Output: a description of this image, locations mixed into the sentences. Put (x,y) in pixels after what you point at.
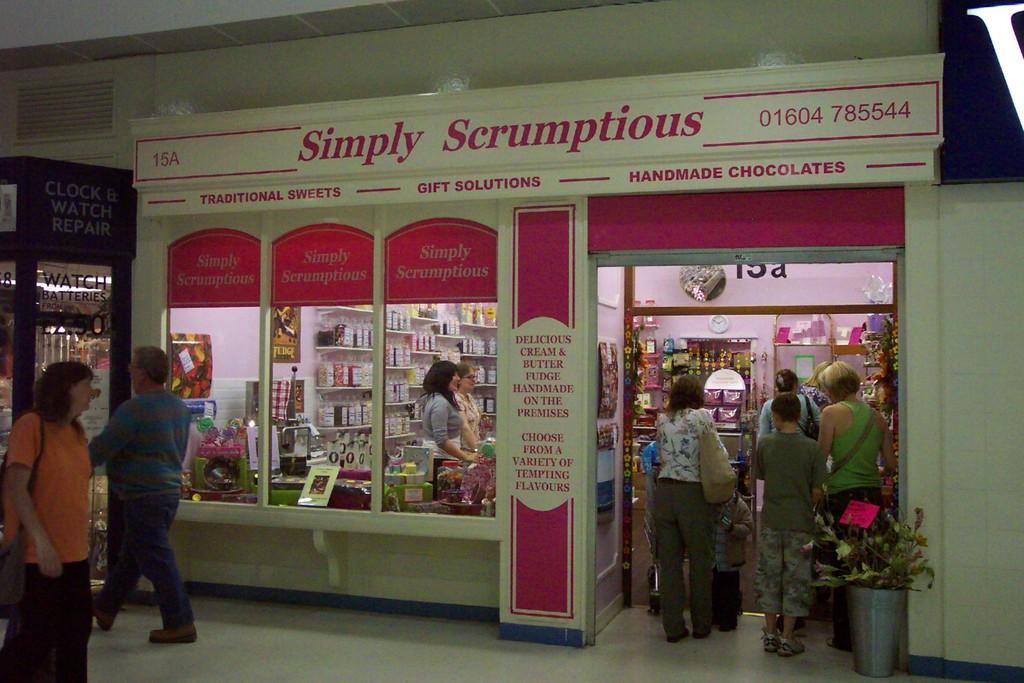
In the image we can see there are many people (774,412) wearing clothes (66,494). There is a shop (633,396), floor (313,648) and a plant pot (868,588).
